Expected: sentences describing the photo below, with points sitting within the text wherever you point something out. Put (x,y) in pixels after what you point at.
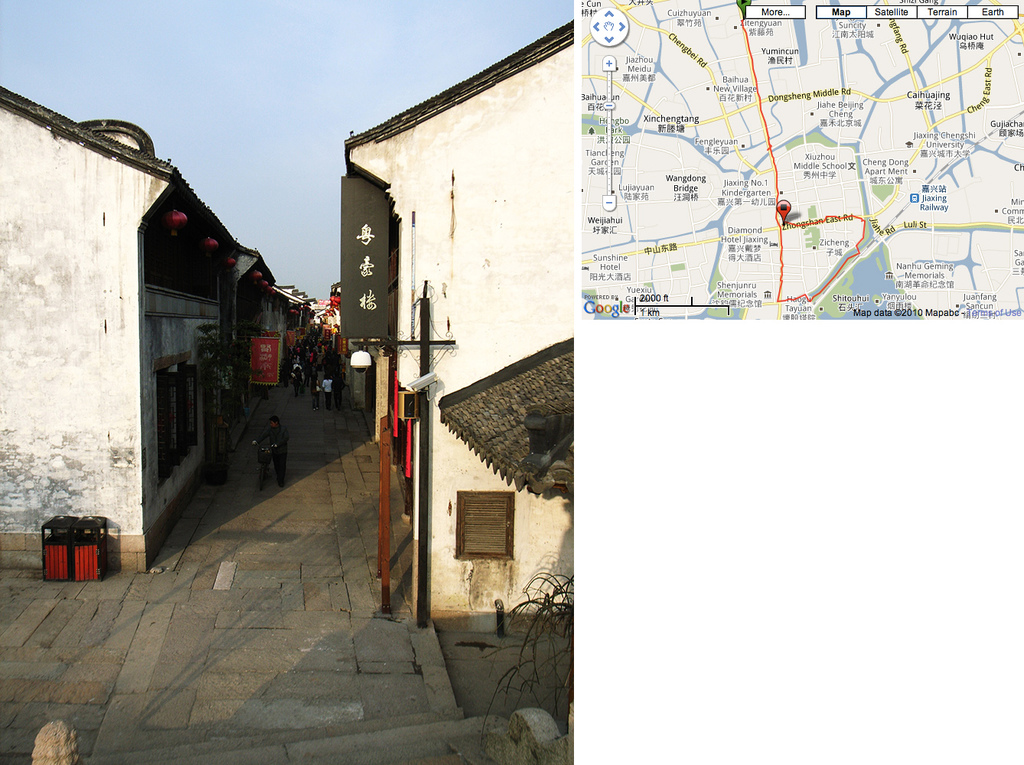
In the center of the image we can see a few people (323,374) are standing and a few people (271,446) are holding some objects (264,458). At the bottom of the image (500,736), we can see a solid structure (530,762), wall (534,763) and branches (526,653). In the background (332,319), we can see the sky (297,158), buildings (67,264), sign boards (340,335), poles (423,599) and a few other objects (364,363). At the top right side of the image (788,212), we can see a google map (722,233).
